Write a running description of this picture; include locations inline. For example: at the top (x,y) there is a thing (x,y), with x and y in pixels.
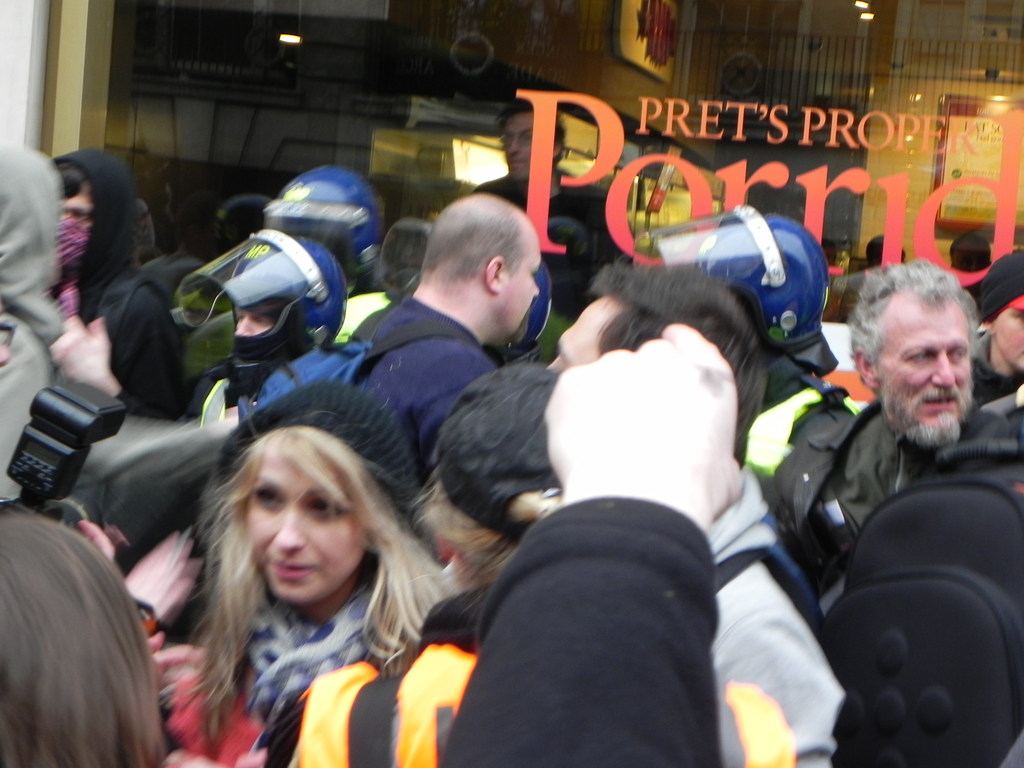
At the bottom (219,762) a beautiful woman (232,463) is there, she wore black color cap (391,472), there are many other persons (687,496) at here. This is the glass wall (739,132) in this image.
